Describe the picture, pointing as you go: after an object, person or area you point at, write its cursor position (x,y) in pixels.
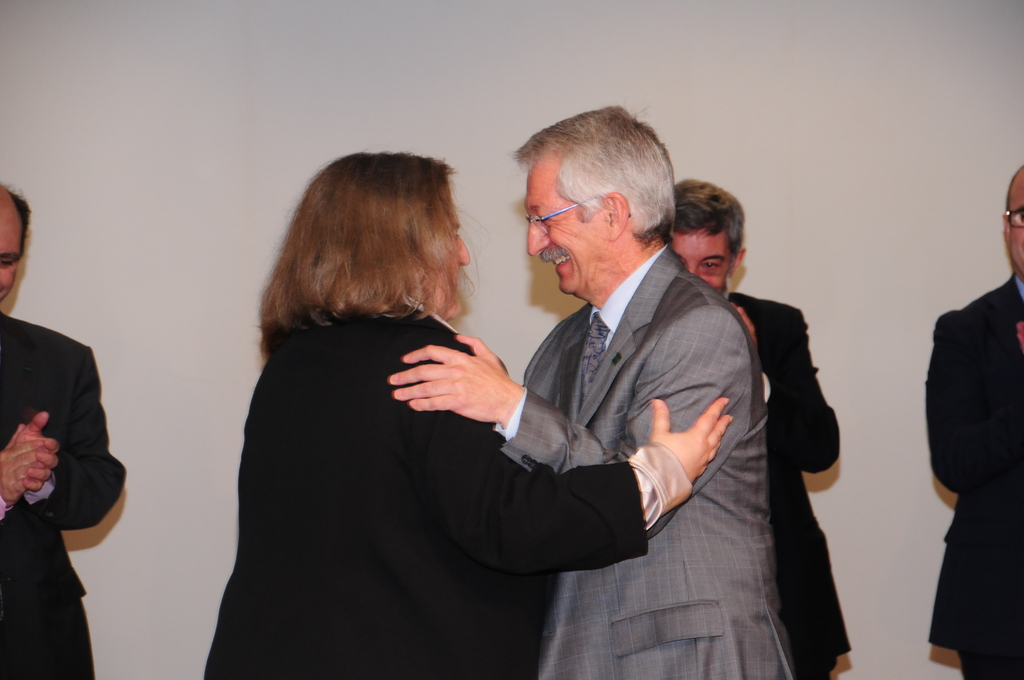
This picture seems to be clicked inside the room (494,286). In the center (443,387) we can see the two persons (422,475) wearing blazers (504,475), standing and seems to be holding each other. In the background (183,119), we can see the wall (241,301) and we can see the group of people (771,344) wearing suits (960,355) and standing.
